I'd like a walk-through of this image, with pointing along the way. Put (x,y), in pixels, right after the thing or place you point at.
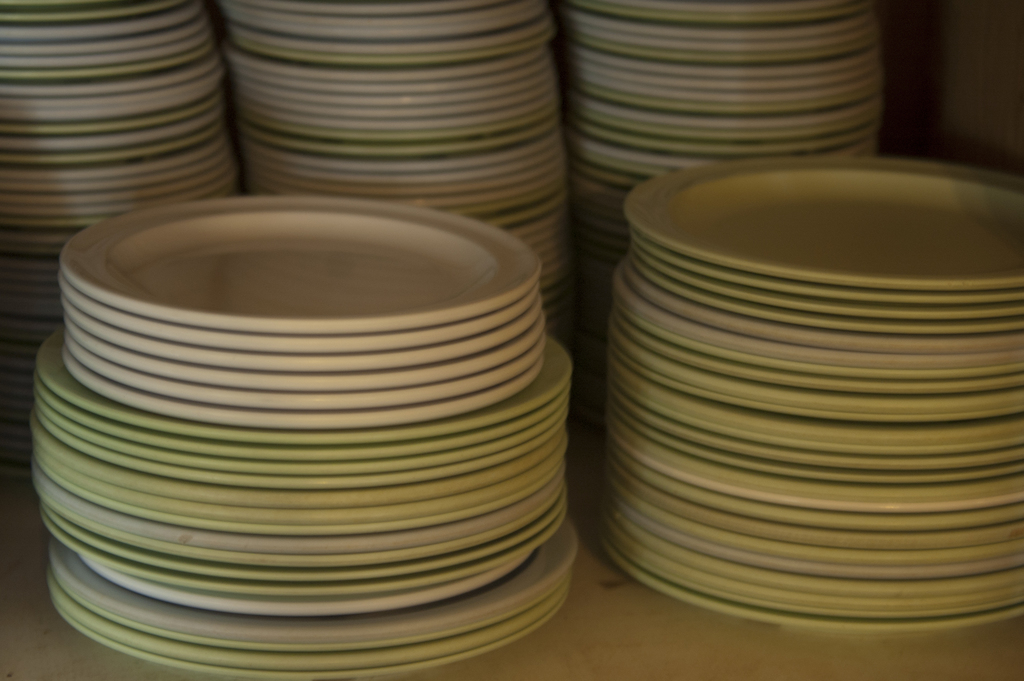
In this image there are plates (407,399) on a surface (694,669).
